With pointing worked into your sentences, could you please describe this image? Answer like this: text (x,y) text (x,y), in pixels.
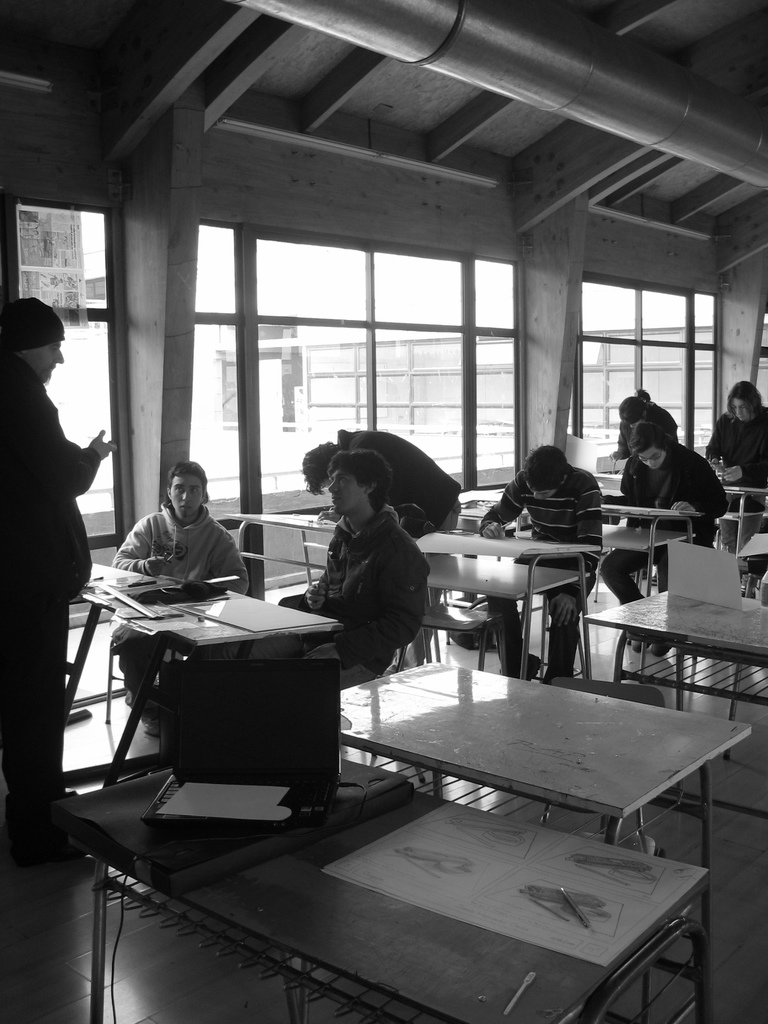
The picture is taken inside of the room (443,649) where many people (402,594) are sitting on the chairs (440,626) and in front of them there are tables (225,638) and one person (27,403) is standing at the left corner of the picture (23,759) and he is wearing a cap (40,327), beside them there are glass windows (291,410) and out of the building (131,417) there are another building (288,326) and right of the corner there is one table (260,882) and system (252,750) on it.
